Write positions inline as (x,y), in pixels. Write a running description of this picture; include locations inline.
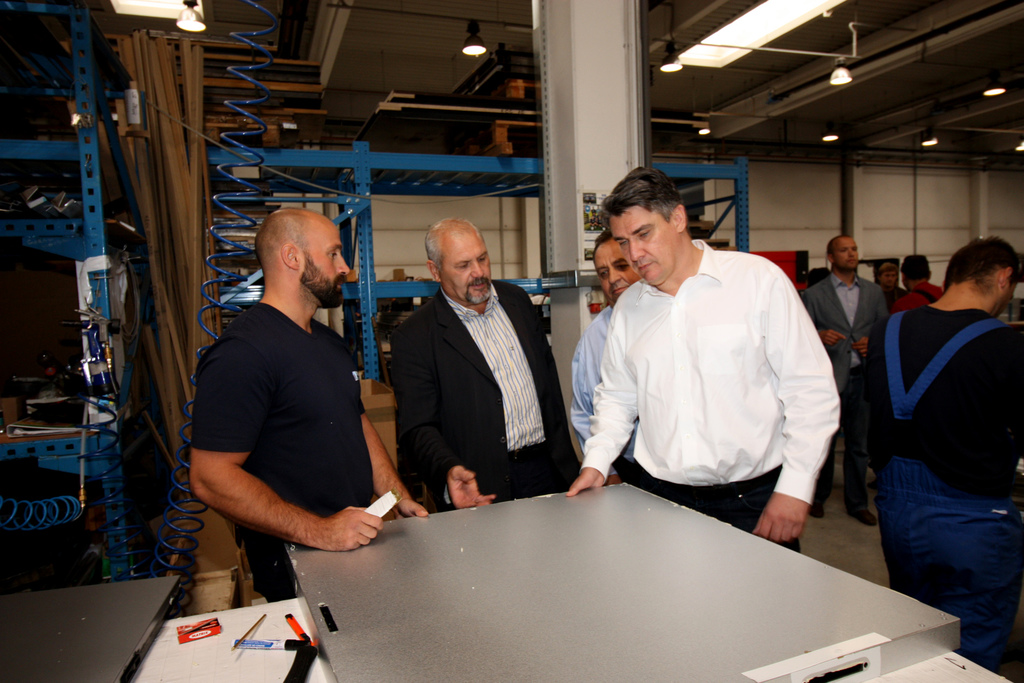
In this image there are four persons (528,391) are standing in middle of this image (487,400) and there is a iron table (408,611) at bottom of this image (450,624) and there are some objects (275,643) kept on it, and there are some persons (882,339) standing at right side of this image (934,333) and there are some lights (475,39) arranged at top of this image (709,61) and there are some iron objects (420,179) are kept at middle of this image (374,251) and there is a wall (886,212) in middle of this image (527,230).
